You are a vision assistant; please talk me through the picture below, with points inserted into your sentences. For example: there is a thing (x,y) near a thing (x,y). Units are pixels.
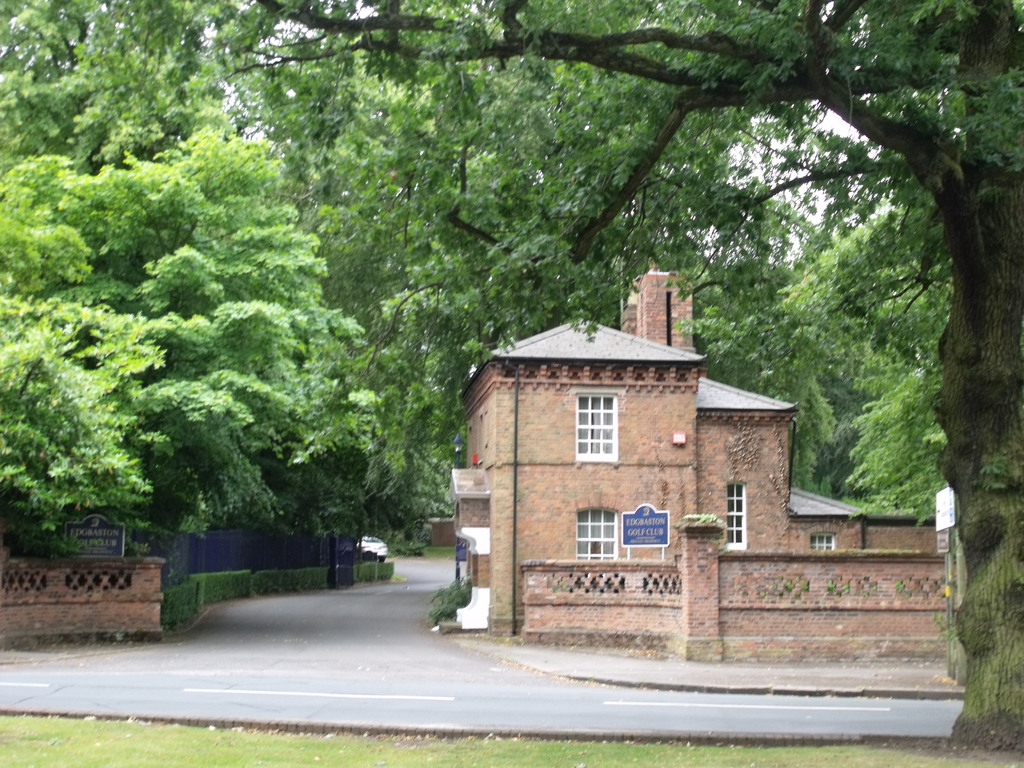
In the image I can see a house (525,514) to which there is a board (652,545) and around there are some trees (395,418), plants (28,481), fencing (256,548).
